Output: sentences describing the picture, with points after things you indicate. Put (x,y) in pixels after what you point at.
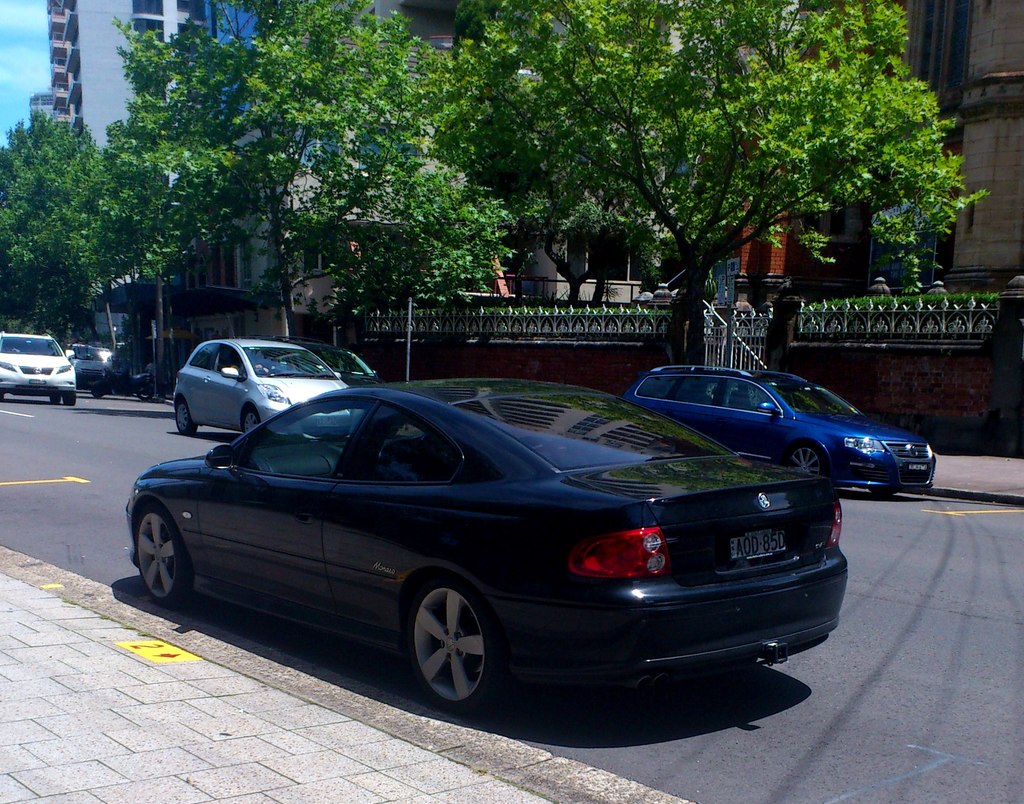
In this image I can see a road (800,788) and on it I can see few cars (434,462). In the background (62,307) I can see few trees (24,301), few buildings (59,57) and the sky (35,55).
